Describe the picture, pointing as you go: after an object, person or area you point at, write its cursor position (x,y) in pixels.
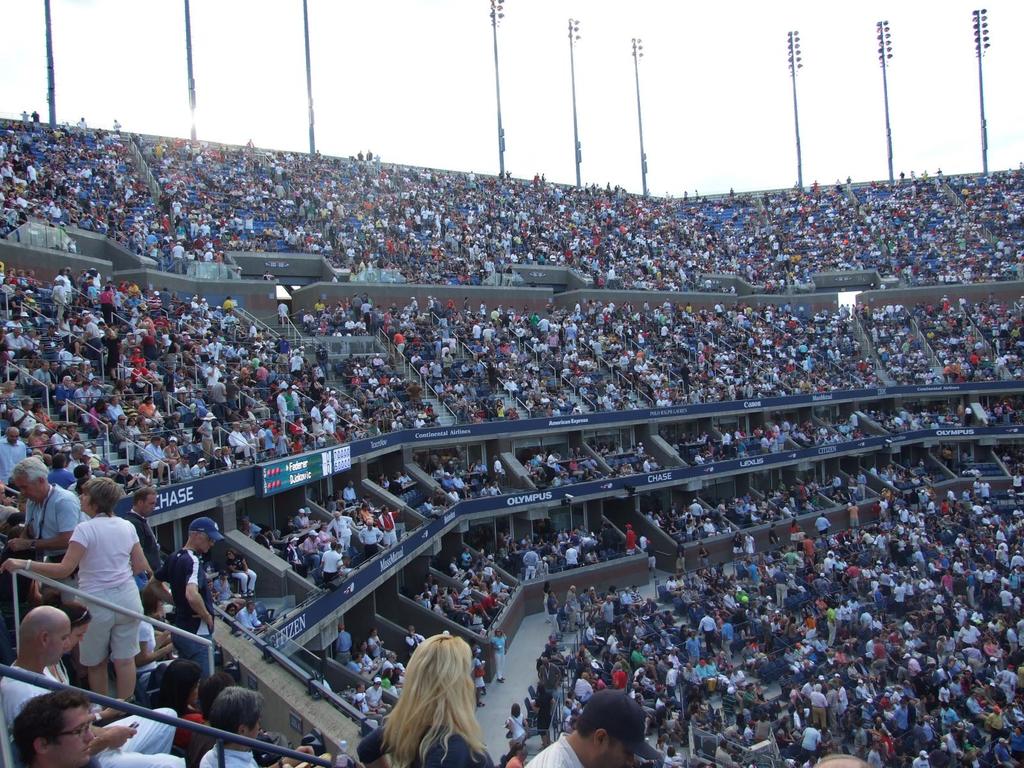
In this image there is a stadium (266,498) where we can see there are so many people (589,642) sitting and standing at the back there are so many poles (888,154) with lights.
